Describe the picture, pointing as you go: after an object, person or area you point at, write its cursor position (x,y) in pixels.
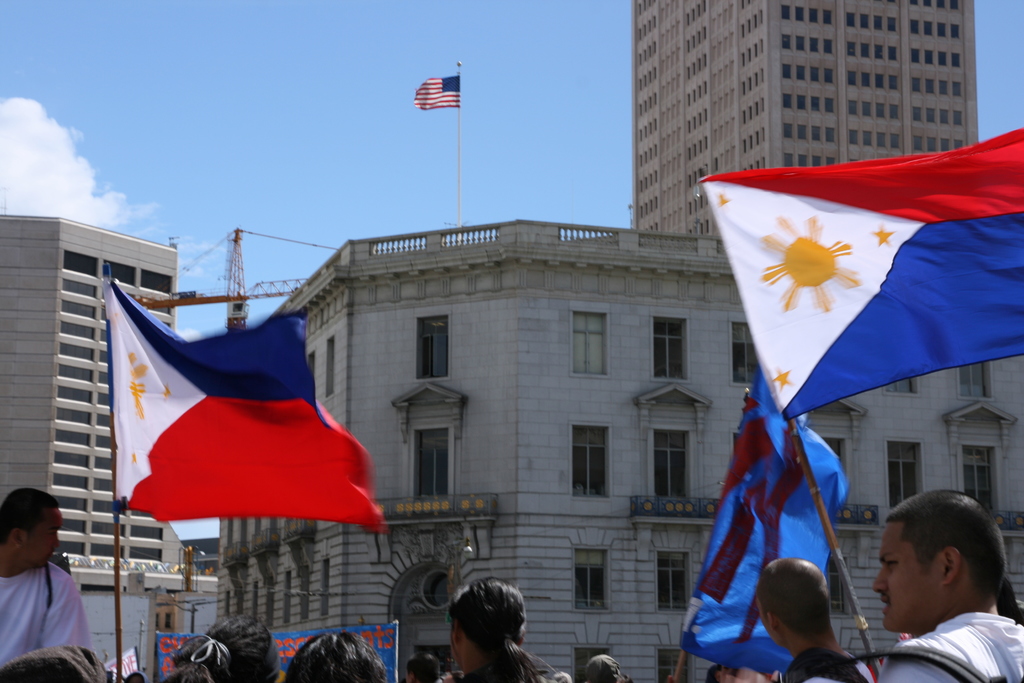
In this image we can see a few people (75,618), some of them are holding flags (285,495), there are buildings (551,336), there is a flag (455,84) on the building (466,258), there are windows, poles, crane (251,296), also we can see the sky (231,150).
